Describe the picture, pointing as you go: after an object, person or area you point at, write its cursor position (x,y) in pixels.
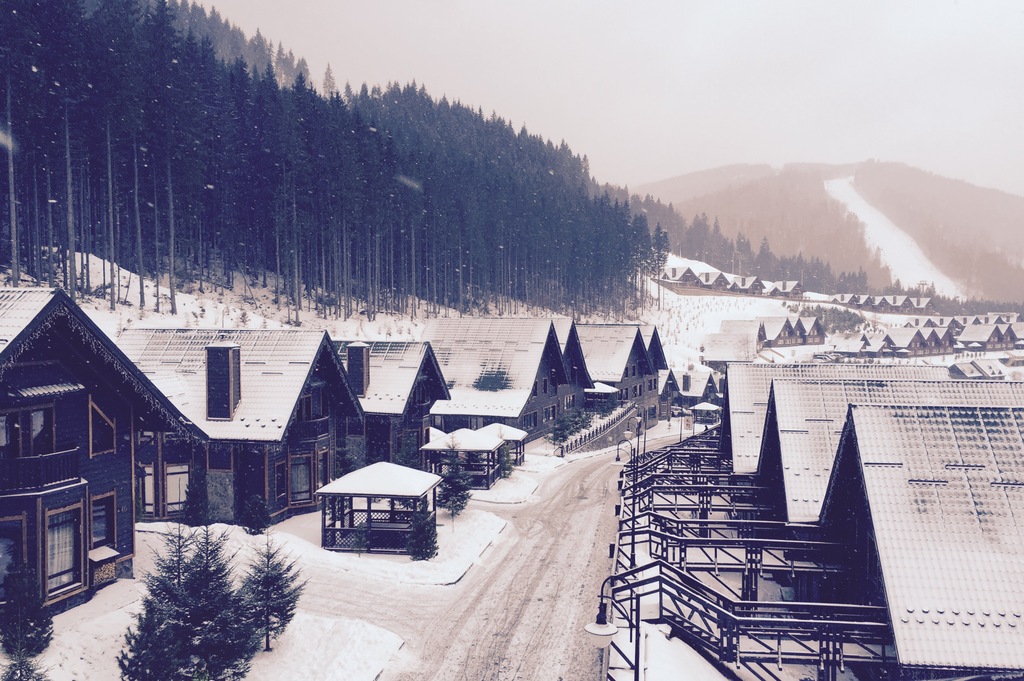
Here we can see houses (397,379), plants (595,409), poles (635,461), and trees (512,187). In the background (683,209) there is a mountain (802,174) and sky (871,86).
